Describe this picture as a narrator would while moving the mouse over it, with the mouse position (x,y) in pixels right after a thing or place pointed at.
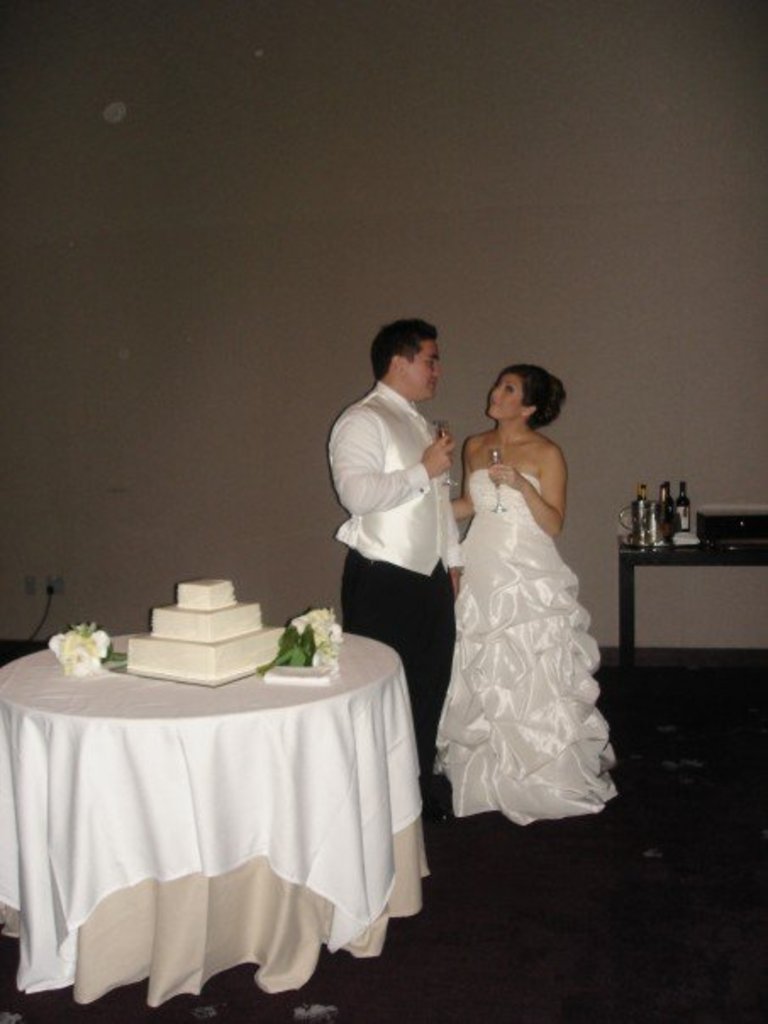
In the given image we can see there is a women (482,541) and a man (430,518) standing, they are catching a wine glass (494,464) in their hands (501,475). There is a table (370,688) and on it we can see a flower bouquet (100,662) and cake (168,639). These are the bottles (682,520).
